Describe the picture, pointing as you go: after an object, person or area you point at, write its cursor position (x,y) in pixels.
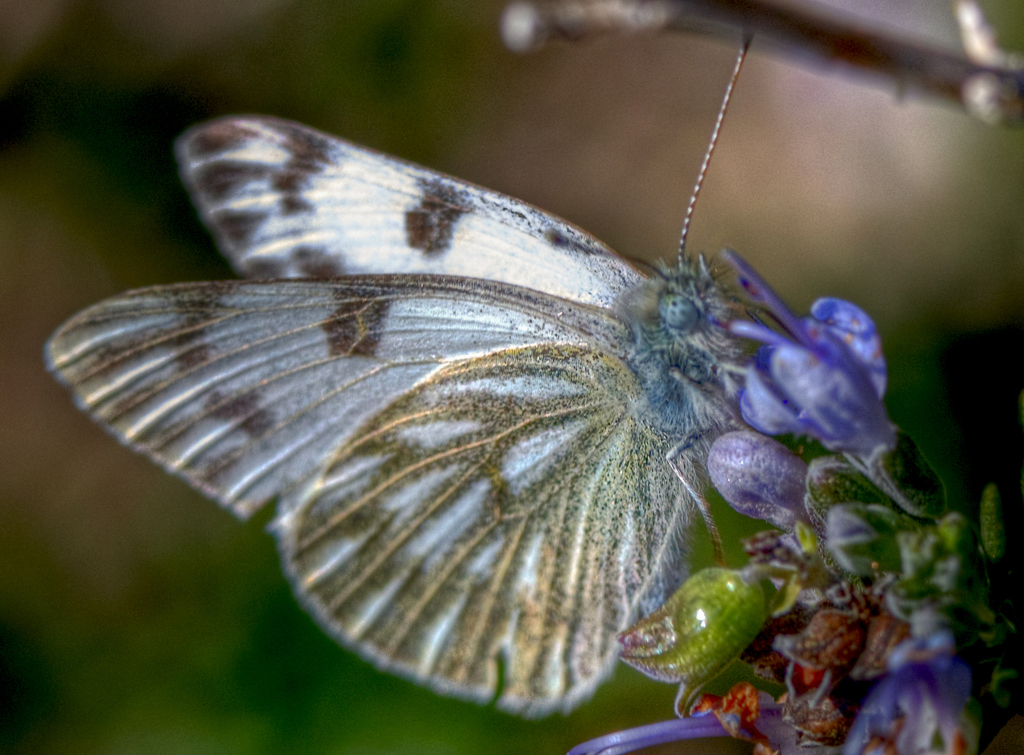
In the picture I can see a flying insect (692,298) on the flower (809,407). I can see the flowers (867,563) and flower buds (843,494) on the right side (845,451).
